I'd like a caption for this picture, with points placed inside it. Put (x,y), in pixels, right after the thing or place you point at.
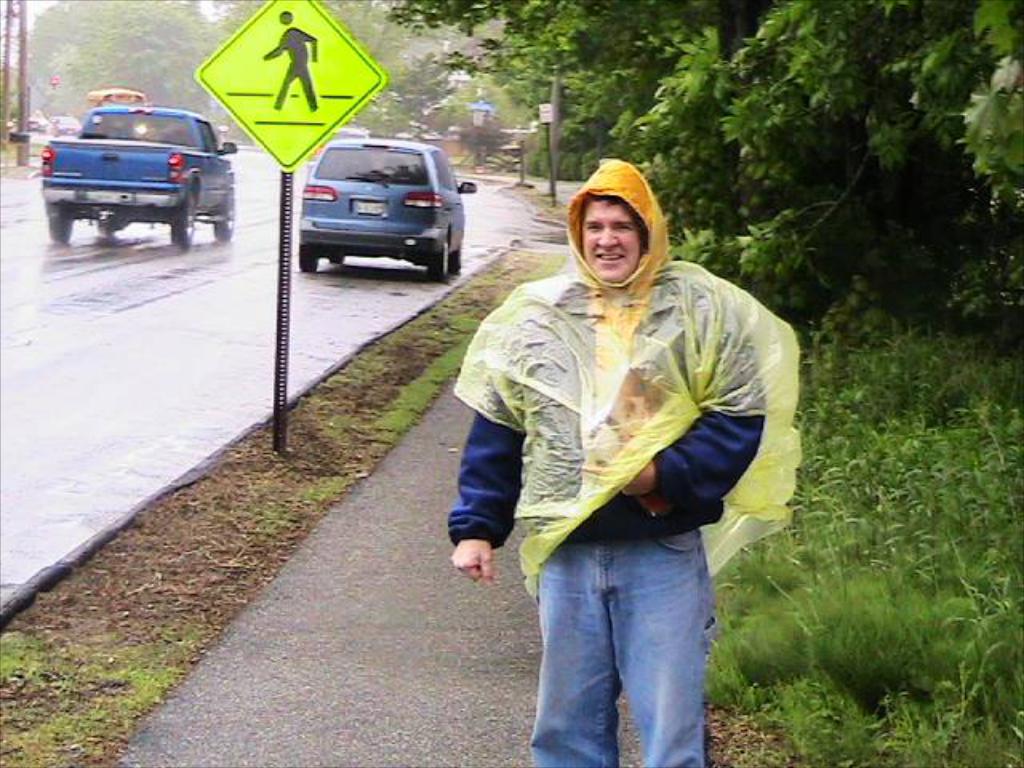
In this image we can see a man (566,662) standing. In the center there is a sign board (286,60). We can see vehicles (129,104) on the road (130,383). In the background (195,32) there are trees (191,50). At the bottom (874,529) there is grass (882,669).
